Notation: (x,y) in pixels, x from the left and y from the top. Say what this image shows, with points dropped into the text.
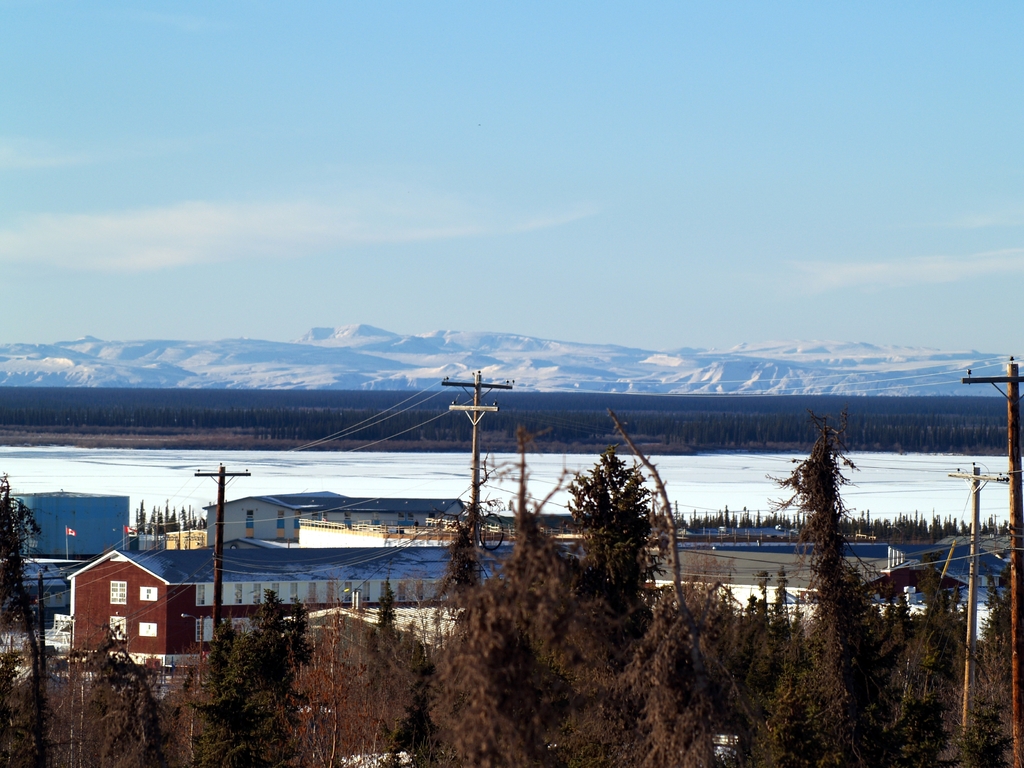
In the background of the picture (493,175) we can see a sky (537,174). There are the mountains (418,363) and there is snow (762,344) on the top of the mountains (348,340). Here in front (661,685) portion of the picture we can see trees (606,654). There are the current poles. Here we can see the house (146,624) with a window (280,514) and a door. This is a building (314,607) with a roof (168,551) on it. Here we can see two flags (132,534) on poles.
